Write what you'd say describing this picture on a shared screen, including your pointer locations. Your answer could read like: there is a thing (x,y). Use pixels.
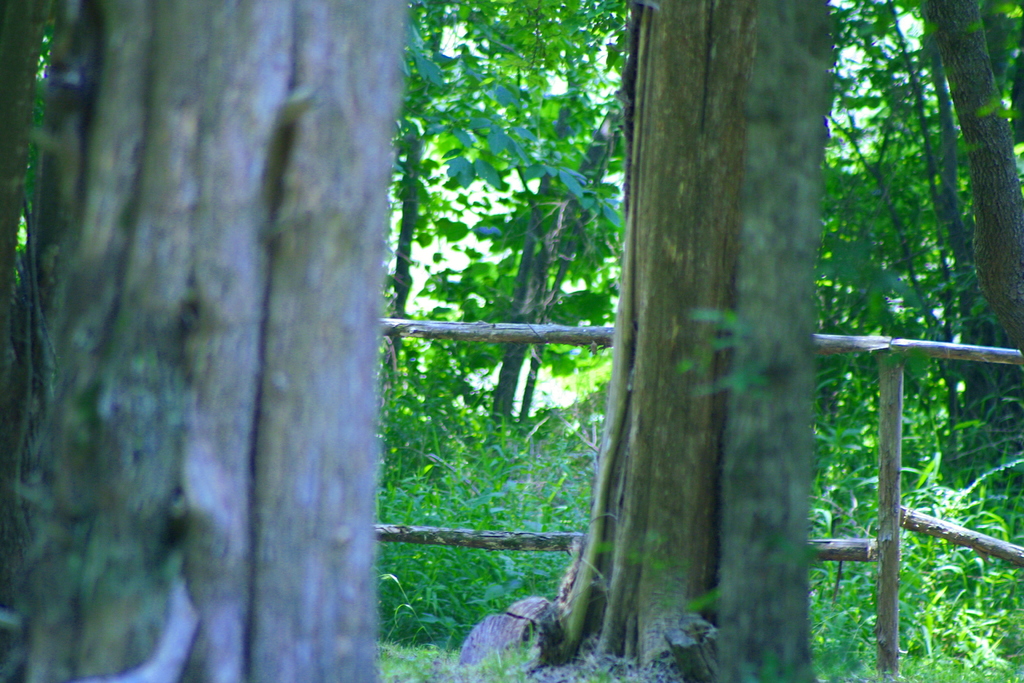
In this image there are trees (405,312) and grass (512,472).
